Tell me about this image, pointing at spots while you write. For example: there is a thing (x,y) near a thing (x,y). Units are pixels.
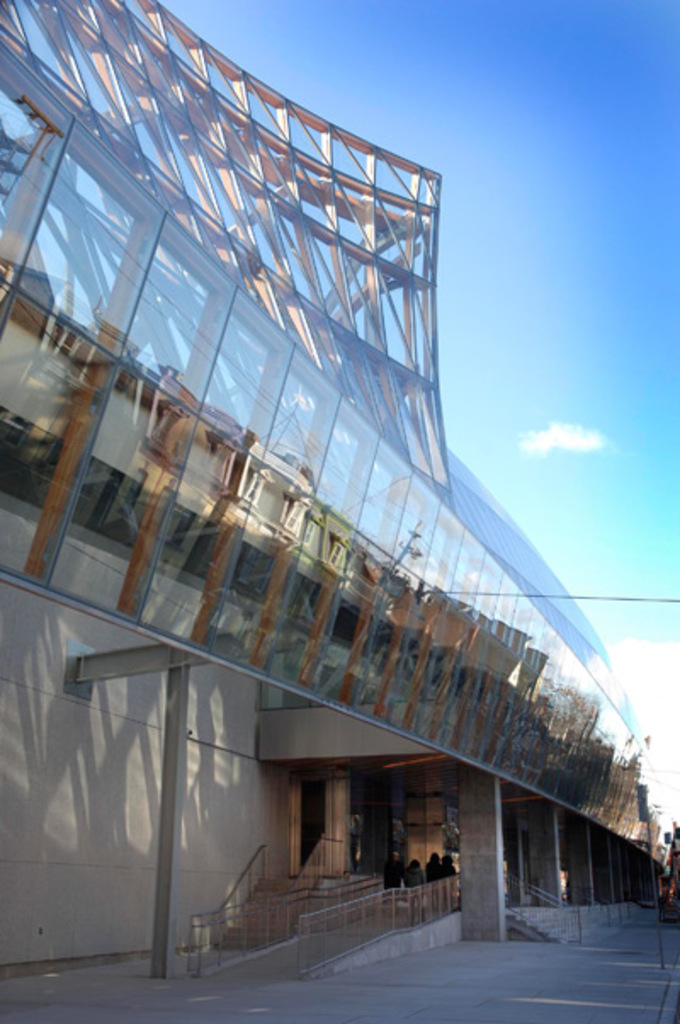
This looks like an architectural building (239,584) with the glasses (308,497). I can see the pillars (490,920). There are few people (409,875) standing. This looks like a pole (176,677). Here is the sky (612,414).
